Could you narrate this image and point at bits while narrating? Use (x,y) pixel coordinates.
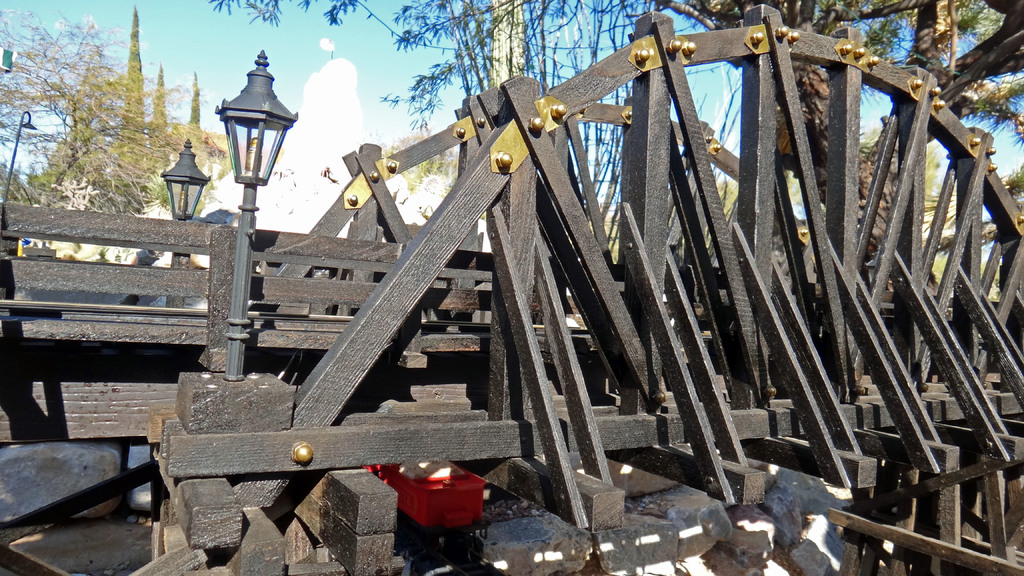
In this image, we can see a wooden bridge (623,396) and there are lights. In the background (144,81), there are trees (100,110). At the top (185,35), there is the sky (368,62).
